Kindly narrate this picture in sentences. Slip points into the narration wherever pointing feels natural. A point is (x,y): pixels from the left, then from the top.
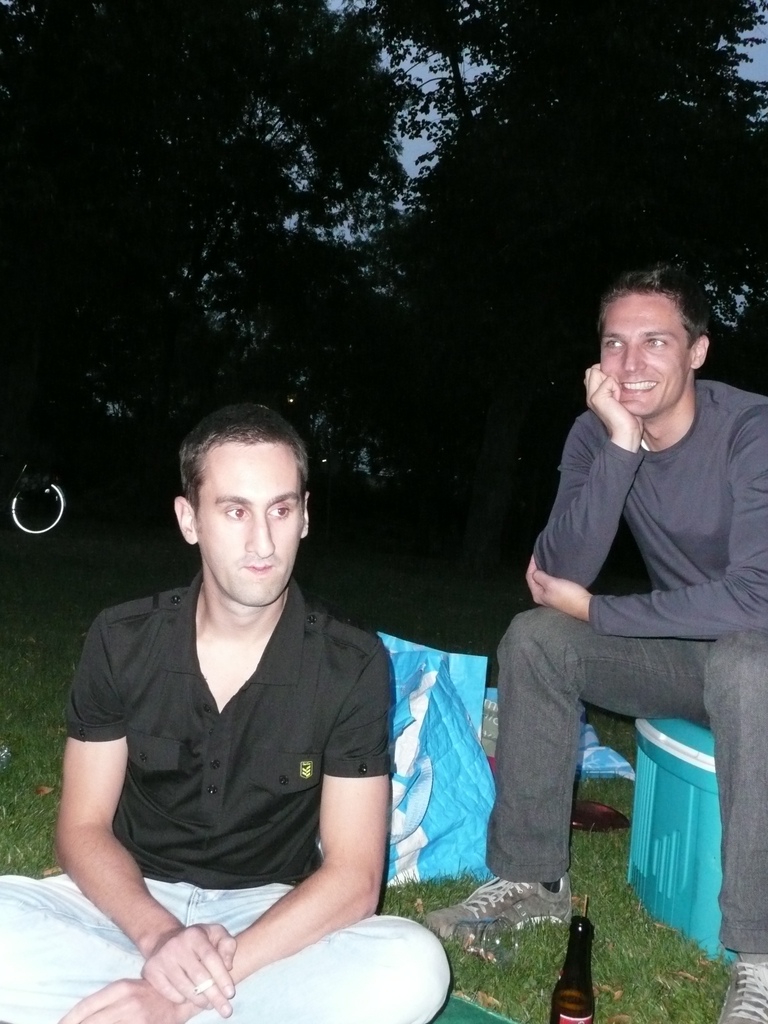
In the picture I can see a person (334,726) wearing the black color shirt (251,687) is holding a cigarette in his hands (177,976) and sitting on the grass (21,868). On the right side of the image (531,685) we can see a person (539,690) wearing grey color T-shirt (621,607) is sitting on the basket (673,822) and smiling. Here we can see the bottle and blue color bag (406,816). The background of the image (15,289) is dark where we can see trees (246,169).
